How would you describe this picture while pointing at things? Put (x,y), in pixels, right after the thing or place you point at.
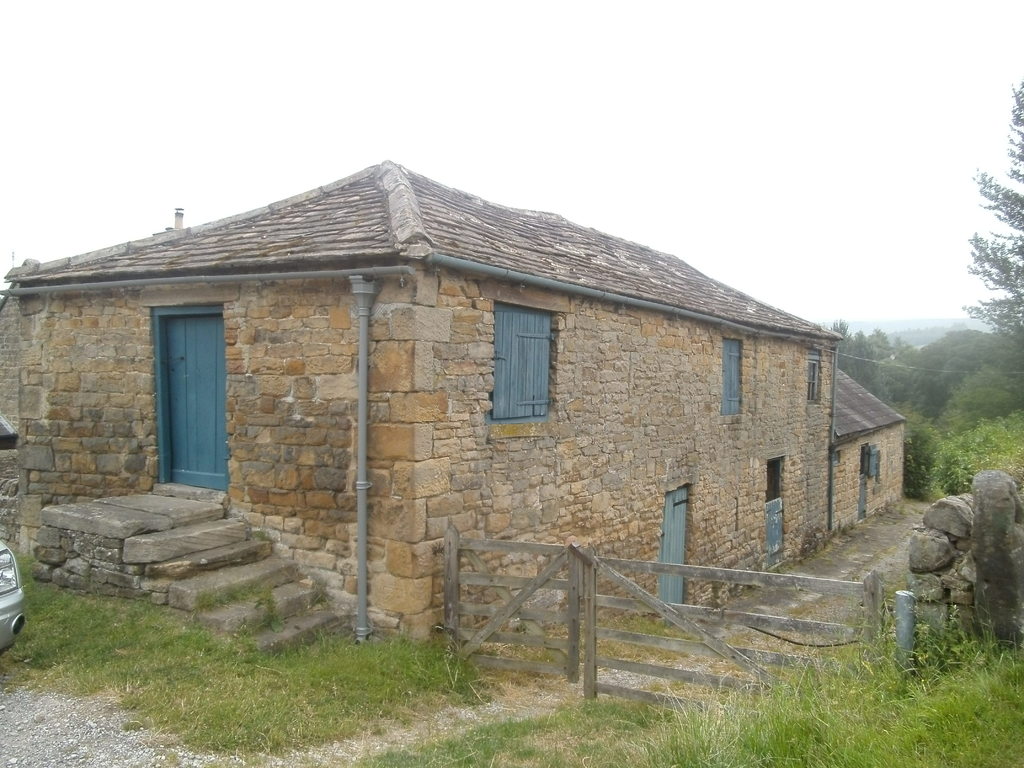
In this image we can see house (507,469) with blue color door (199,347) and windows (519,369) and wooden gate (694,647). Bottom of the image (620,731) grass (646,734) is there. Right side of the image (972,367) trees (993,411) are present with stone wall (948,580). At the top (138,78) white color sky (722,105) is there.
